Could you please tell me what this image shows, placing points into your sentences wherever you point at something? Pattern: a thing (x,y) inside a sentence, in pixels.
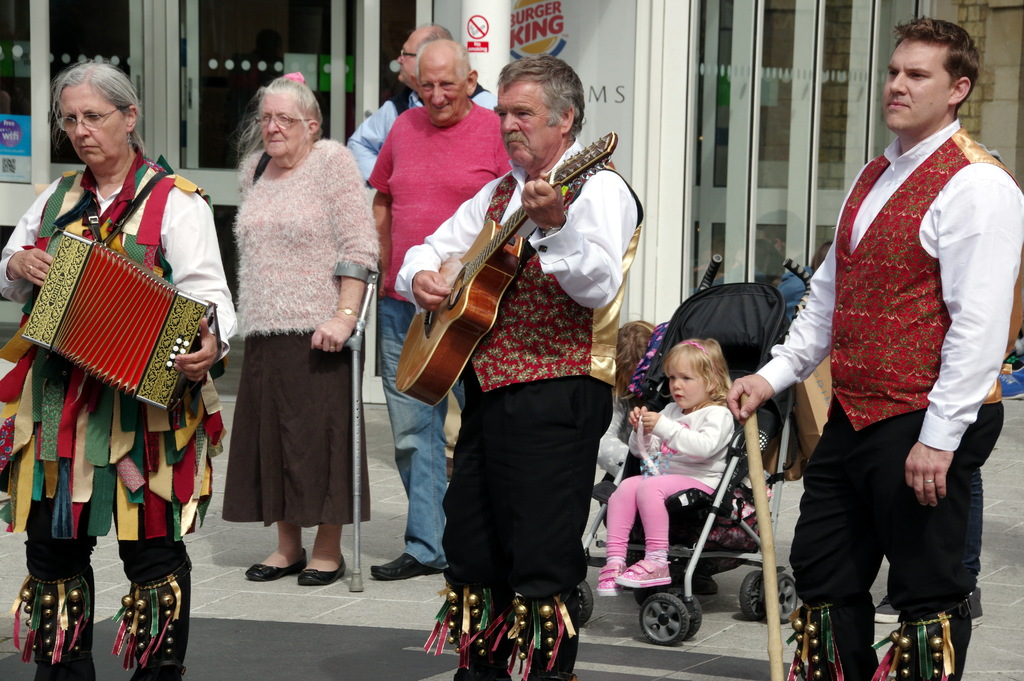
In the image we can see few persons (552,352) were standing. In front (553,449) we can see one man (566,394) holding guitar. In the background (777,120) there is a wall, pillar (500,58), sign board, glass (399,19) and baby (706,404) sitting on the stroller (728,457).
